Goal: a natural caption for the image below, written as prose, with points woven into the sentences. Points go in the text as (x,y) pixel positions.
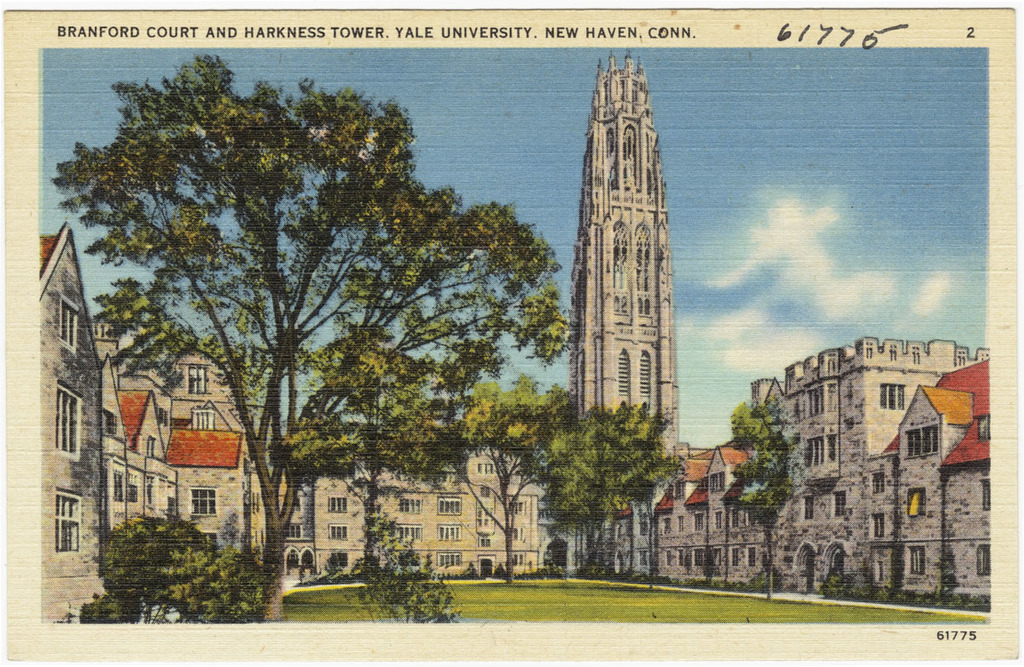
In this picture we can see few buildings (789,494) and trees (295,408).
